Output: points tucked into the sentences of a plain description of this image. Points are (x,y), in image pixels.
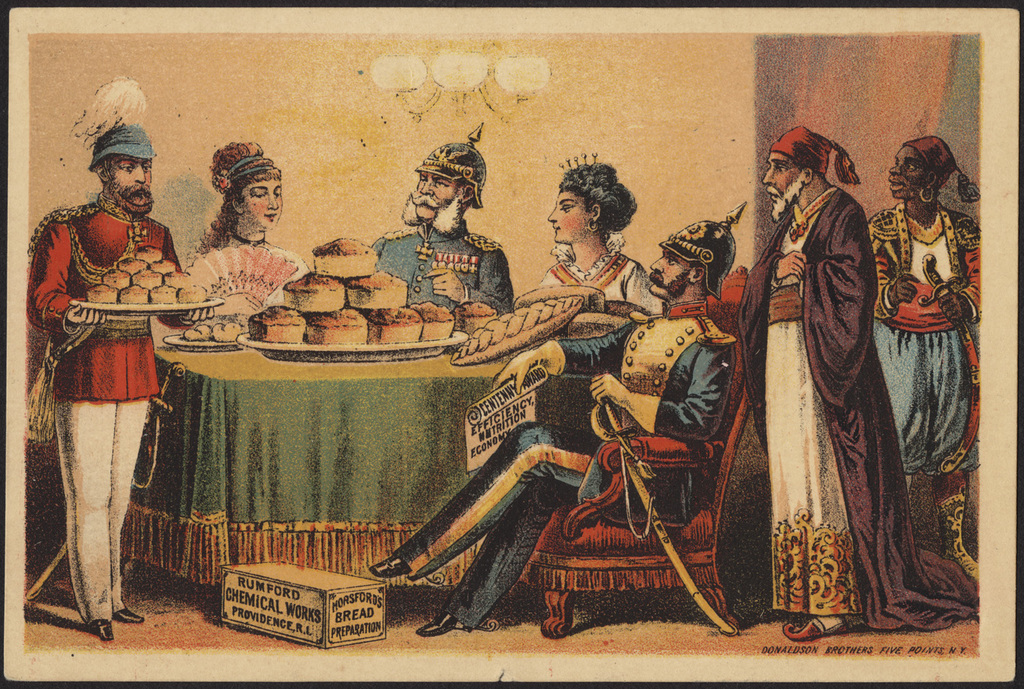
This picture looks like a painting. On the right (946,221) there are two person (872,327) standing near to the chair (617,459). Here we can see another person (571,499) who is wearing helmet (712,260) and green color dress (513,500). He is sitting on the chair (618,546) and he is also holding a paper (504,405). On the table (474,392) we can see bread (285,326), tray (299,349), plate (290,355) and other food items (441,333). On the bottom (347,580) we can see a box (311,583). On the left (132,94) there is a man (76,465) who is holding the tray (152,314). On the top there is a chandelier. Here we can see two women (607,228) who are standing near to the wall (654,153).
